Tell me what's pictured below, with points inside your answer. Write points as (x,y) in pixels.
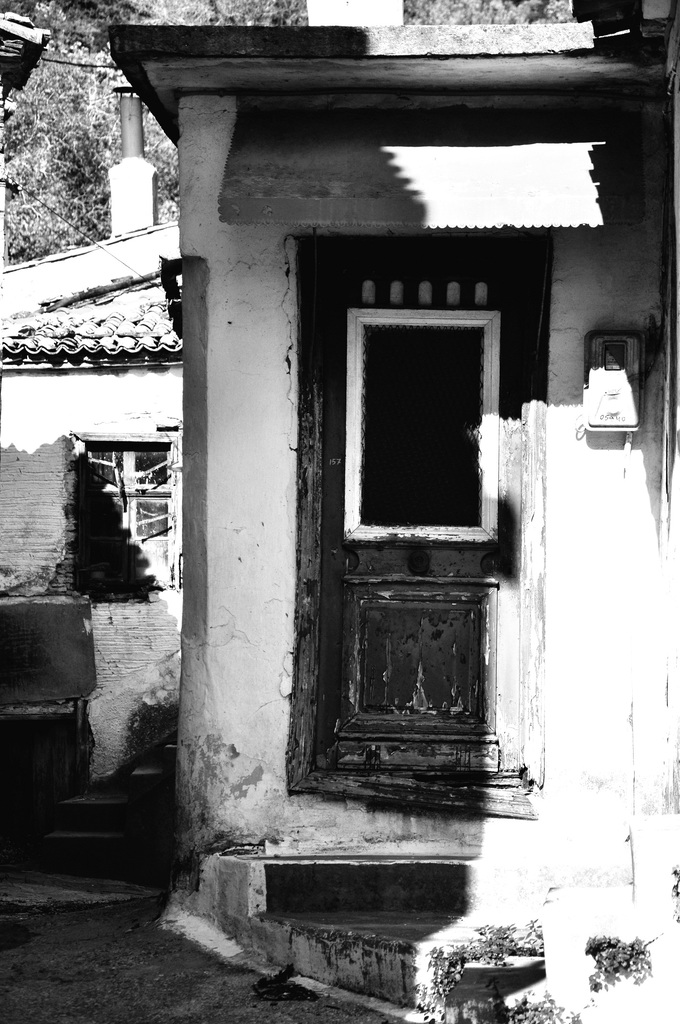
In this picture there is a small house (337,250) in the center of the image (294,553) and there is another house (142,520) on the left side of the image (22,621) and there are trees (150,25) at the top side of the image (53,57).
